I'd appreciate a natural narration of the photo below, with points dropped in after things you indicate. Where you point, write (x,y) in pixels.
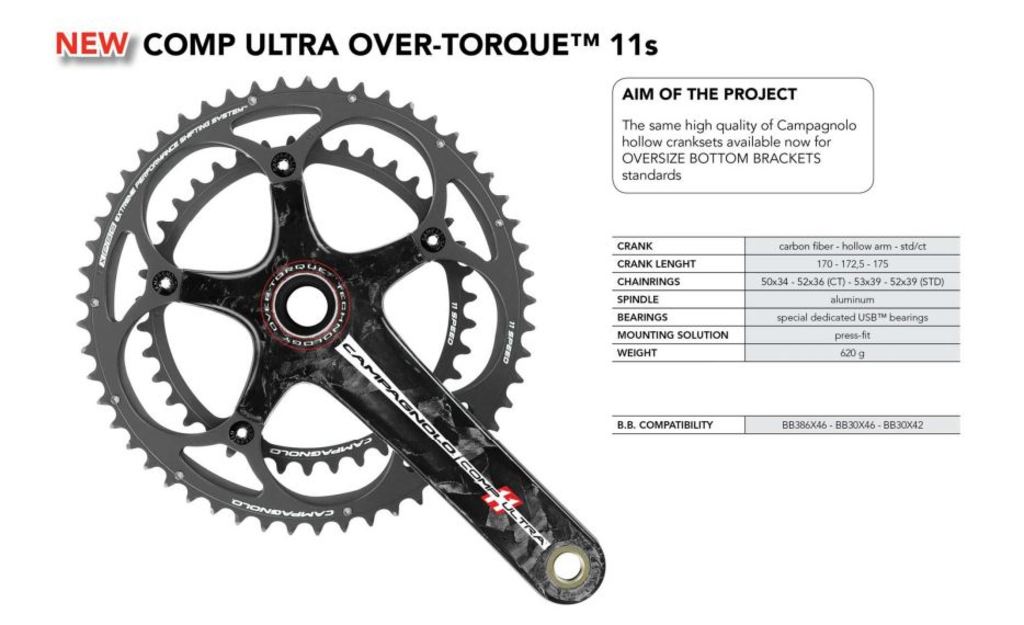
This picture contains the component (307,255) of the bicycle (332,379). Beside that, we see some text (631,147) written. In the background (347,208), it is white in color.
